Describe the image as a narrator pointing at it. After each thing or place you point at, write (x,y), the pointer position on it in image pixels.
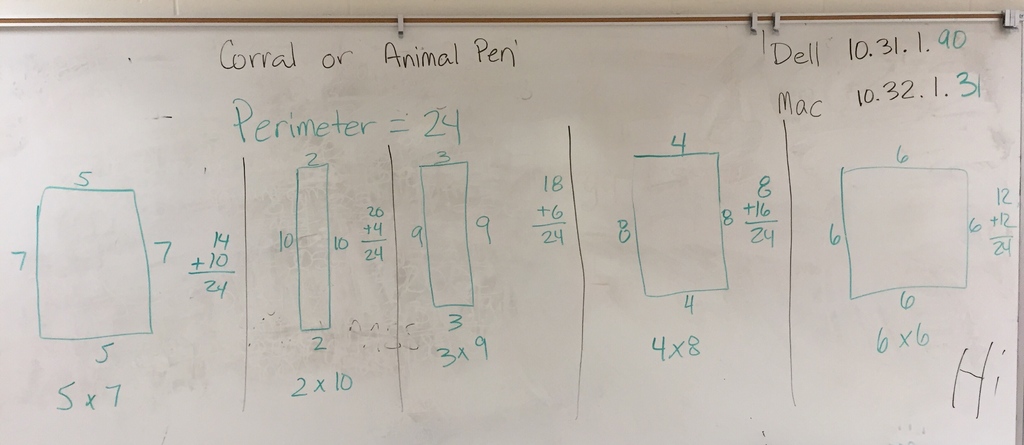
In this image we can see a board (288,201) with some written words (347,134), numbers (341,241) and boxes (446,289).
